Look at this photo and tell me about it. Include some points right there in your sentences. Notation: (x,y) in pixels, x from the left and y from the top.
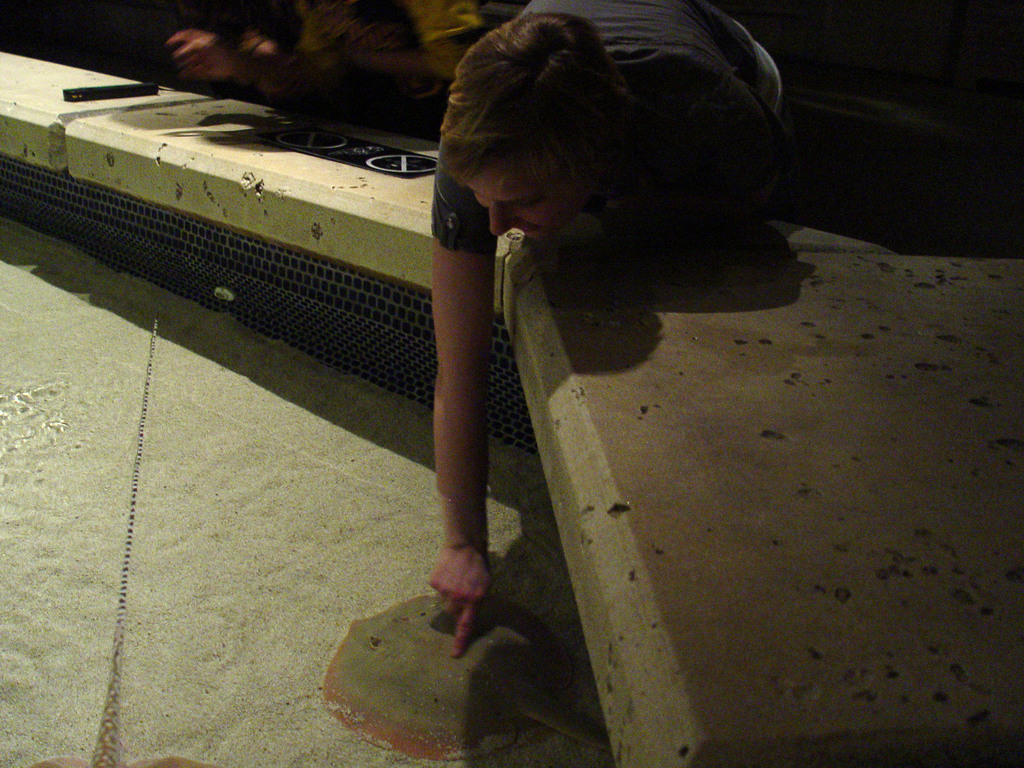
In this image we can see two people (542,127). In that a person (576,212) is touching a stingray (476,618) in the water (410,568) with their finger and the other is sitting beside them. We can also see a grill (276,317) and a remote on the surface (580,350).
